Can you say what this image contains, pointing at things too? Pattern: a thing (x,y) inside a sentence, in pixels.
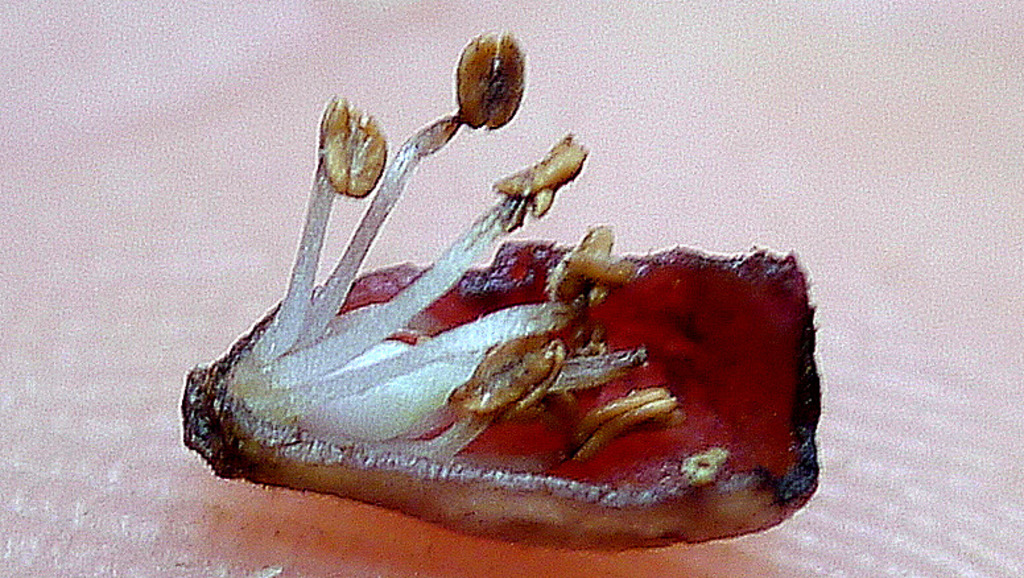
This is a part of a flower (556,349). Here I can see a petal (641,445) and some pollen grains (473,87).
